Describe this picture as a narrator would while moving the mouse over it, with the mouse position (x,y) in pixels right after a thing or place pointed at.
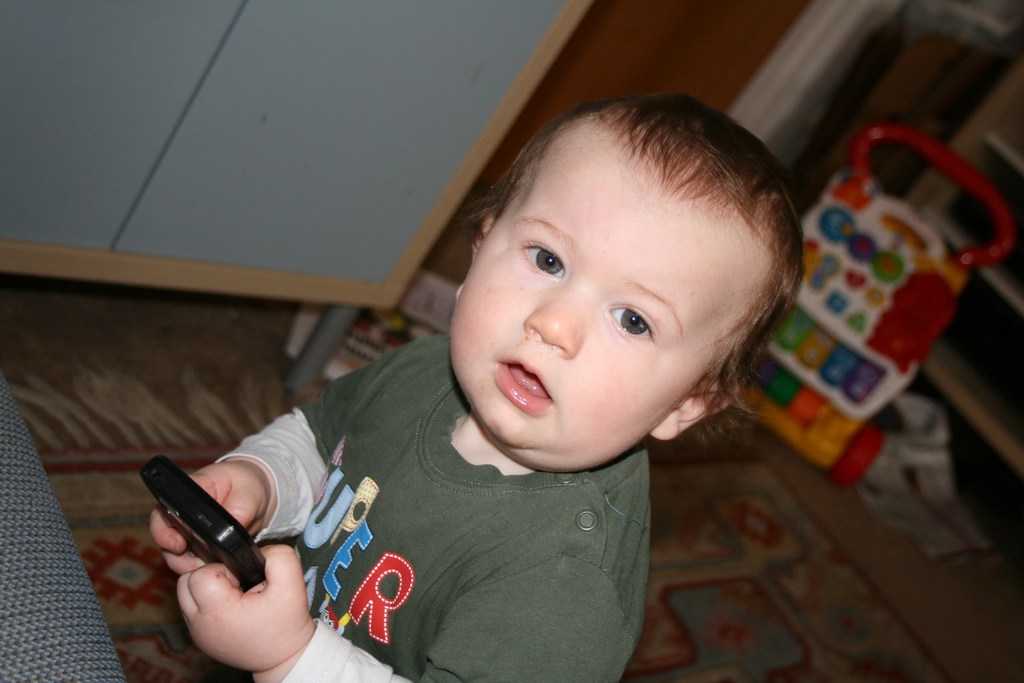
In this picture I can see a boy (420,559) wearing t-shirt (377,545), holding a device (196,517) in his hands (228,495) and looking at the picture. In the background (862,343) I can see a toy (877,315). On the left top of the corner there is a rack (250,61).
